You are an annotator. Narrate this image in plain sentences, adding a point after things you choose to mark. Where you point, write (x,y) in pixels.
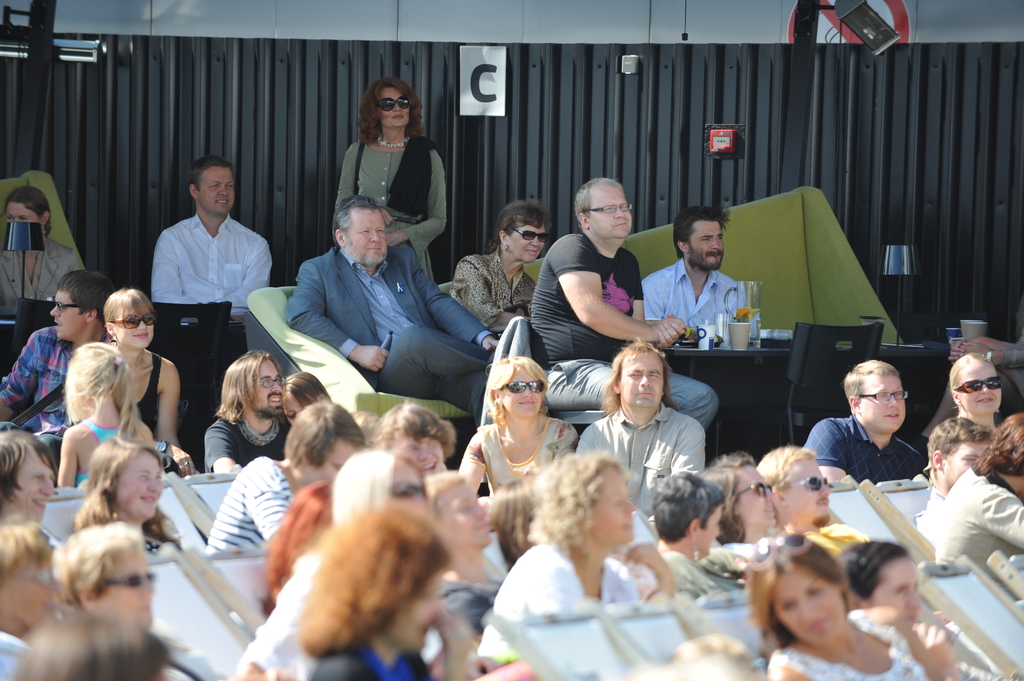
In this image I can see few people (653,371) sitting on the chairs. I can see a glass (748,295) and few objects (787,331) on the table (759,353). Background (627,85) is in black and grey color.
